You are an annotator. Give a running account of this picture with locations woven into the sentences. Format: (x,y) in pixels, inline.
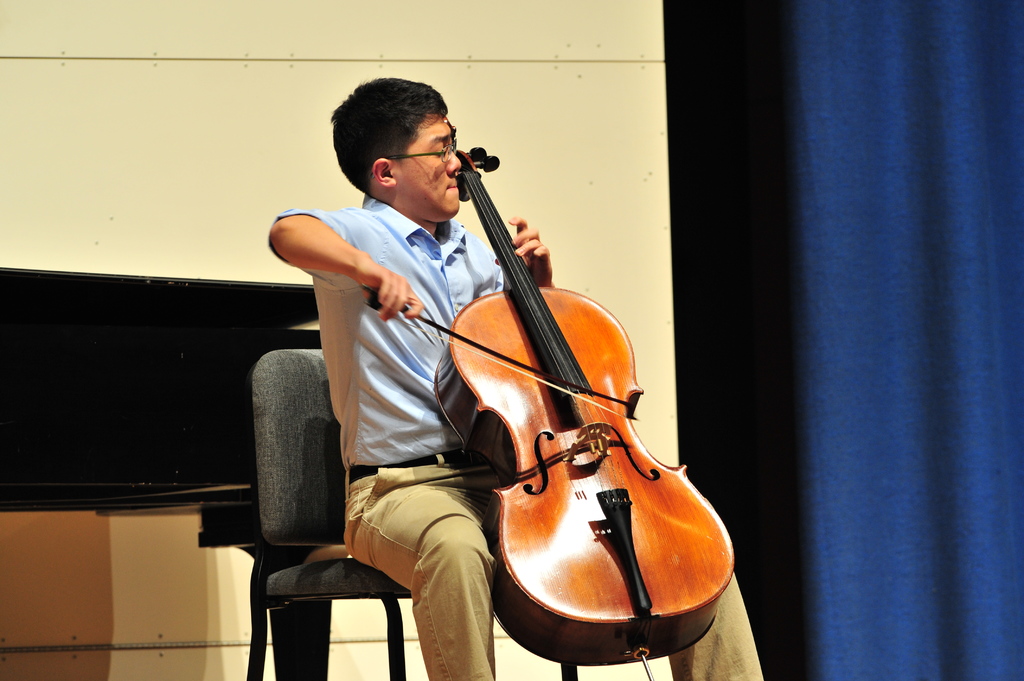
In the middle of the image (412,350) a man (360,110) is sitting and playing cello (495,214). Right side of the image (810,61) there is a curtain (949,487). Top left side of the image (210,18) there is a wall (228,29).
